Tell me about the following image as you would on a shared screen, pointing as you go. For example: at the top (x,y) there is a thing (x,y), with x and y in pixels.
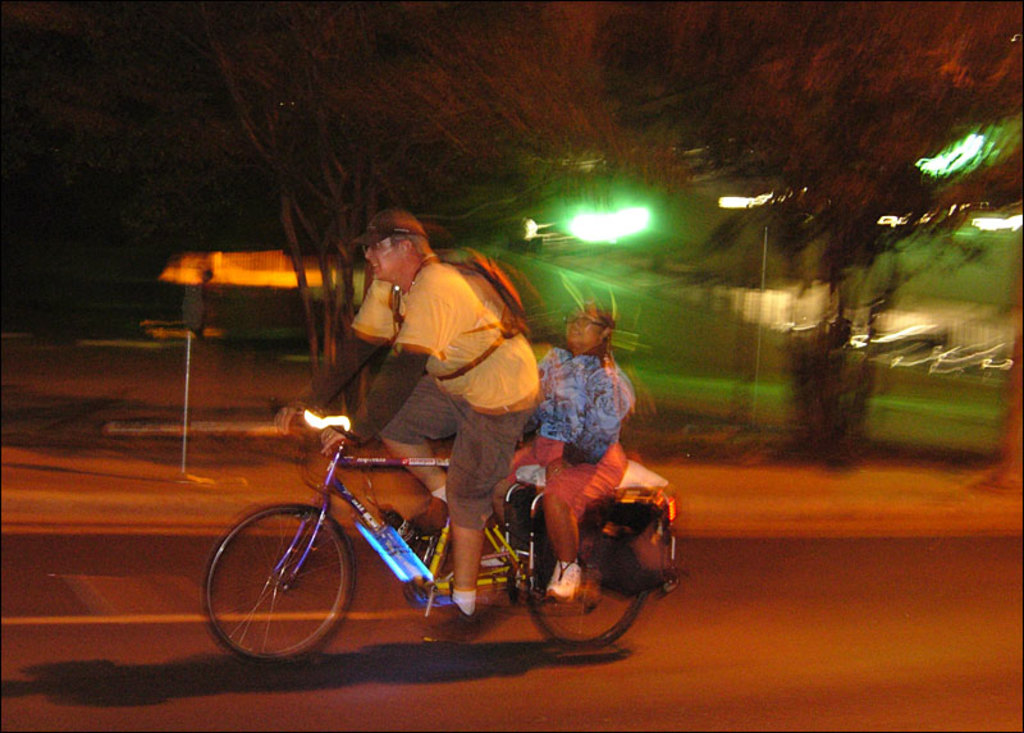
There is a man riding bicycle (242,611) and a girls (558,487) sitting at back behind them there are so many trees (85,78).
